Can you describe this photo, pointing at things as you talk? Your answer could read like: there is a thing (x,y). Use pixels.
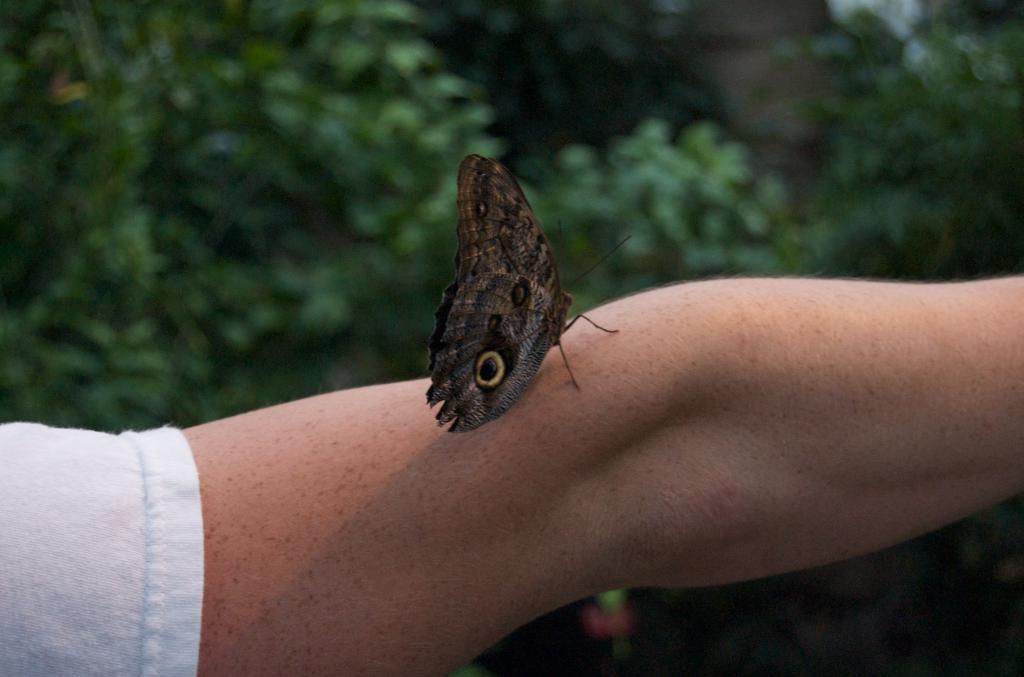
In this image we can see a butterfly (516,300) on some person's hand (737,375). In the background (794,584) there are trees (662,599).
